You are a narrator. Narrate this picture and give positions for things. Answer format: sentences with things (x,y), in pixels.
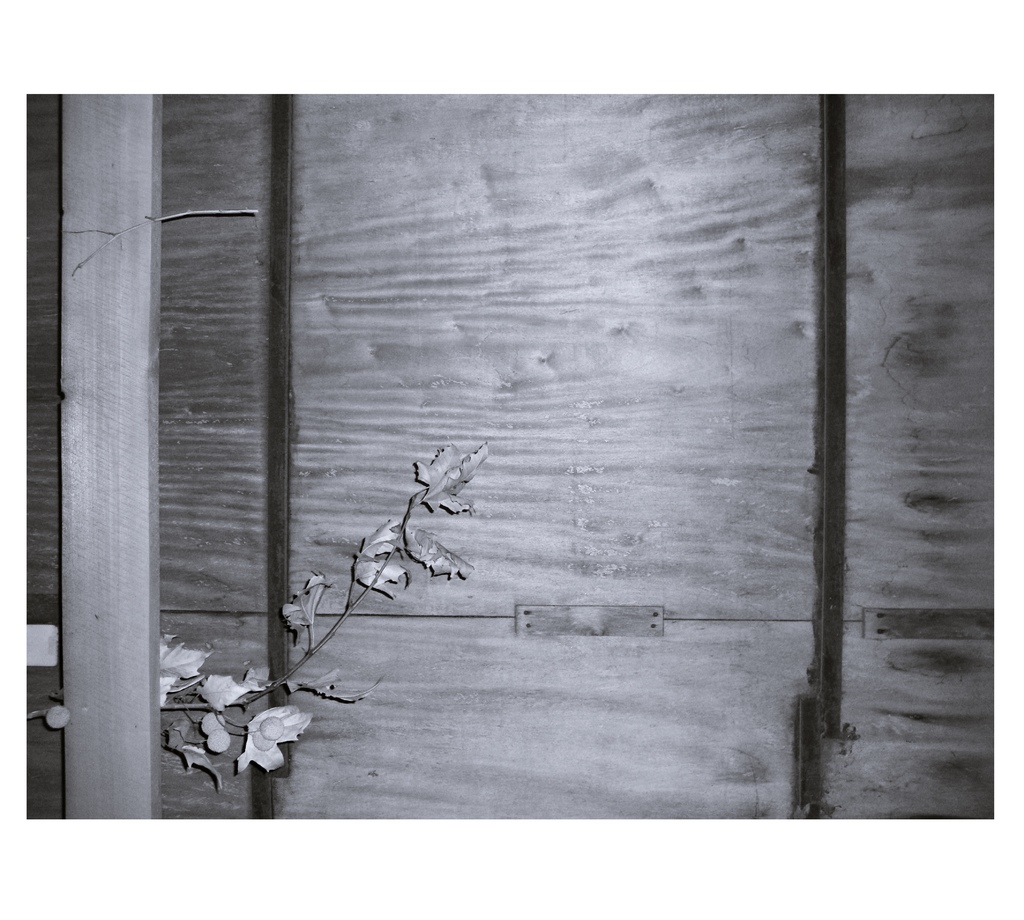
In this image I can see a branch (358,567) of a tree (254,733). On the left side (112,626) there is a pole (112,543). In the background (722,568) there is a wall (733,576).
